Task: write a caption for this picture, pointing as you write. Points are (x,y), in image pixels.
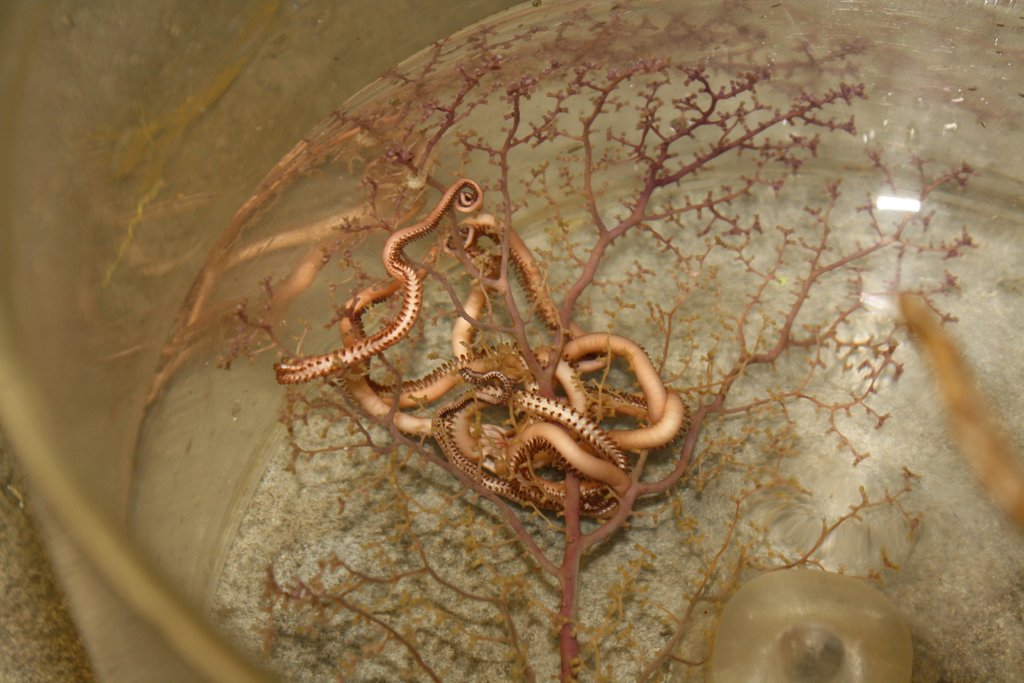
In this image, we can see a container (199,410). In the container (186,492), we can see water (427,301), worms (632,438) and stems (749,410). This container (155,593) is placed on the surface (51,639).
